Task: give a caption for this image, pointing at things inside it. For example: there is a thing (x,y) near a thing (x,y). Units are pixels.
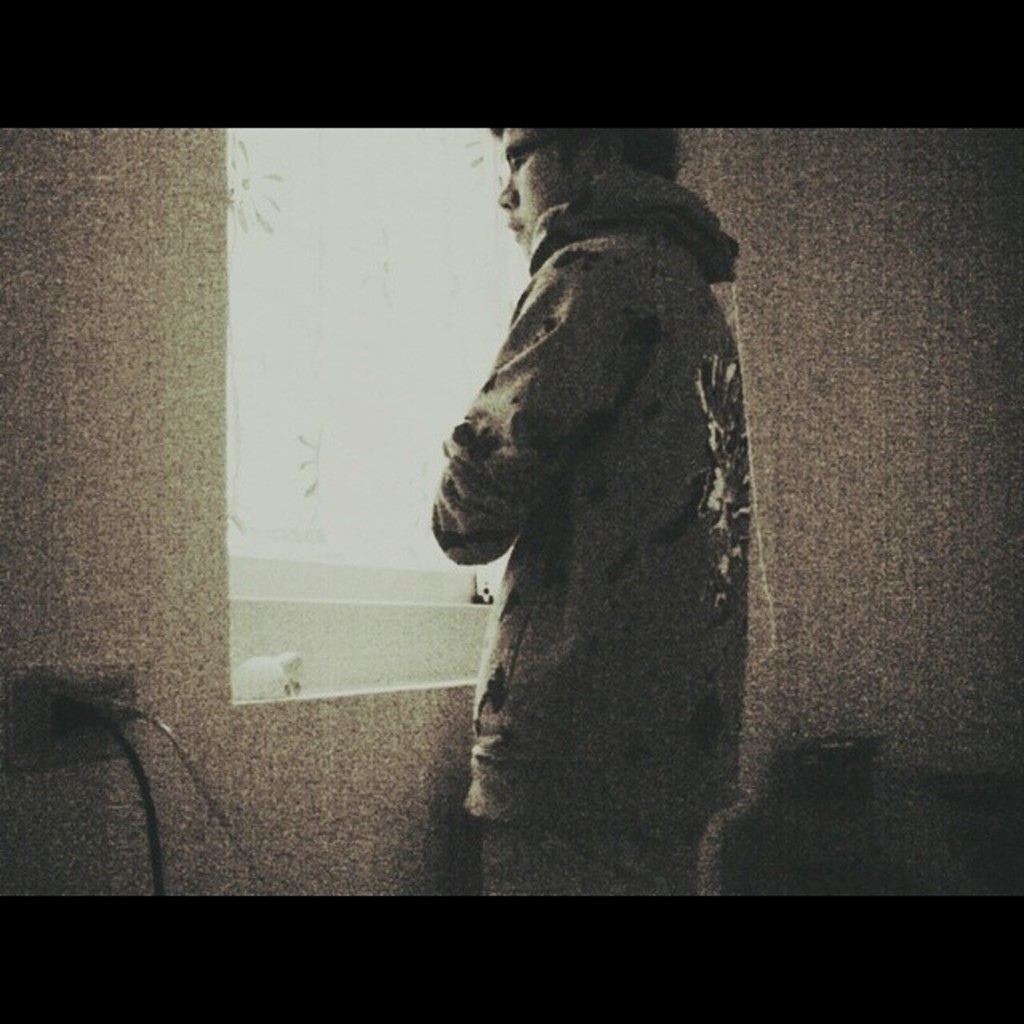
In this image there is a man (575,503) in the middle (556,488). On the left side (99,745) bottom there is a switch board (80,712) to which there are two wires (113,732) connected with the plugs (103,722). In front of the man (620,379) there's a window (328,484). It looks like an edited image.
